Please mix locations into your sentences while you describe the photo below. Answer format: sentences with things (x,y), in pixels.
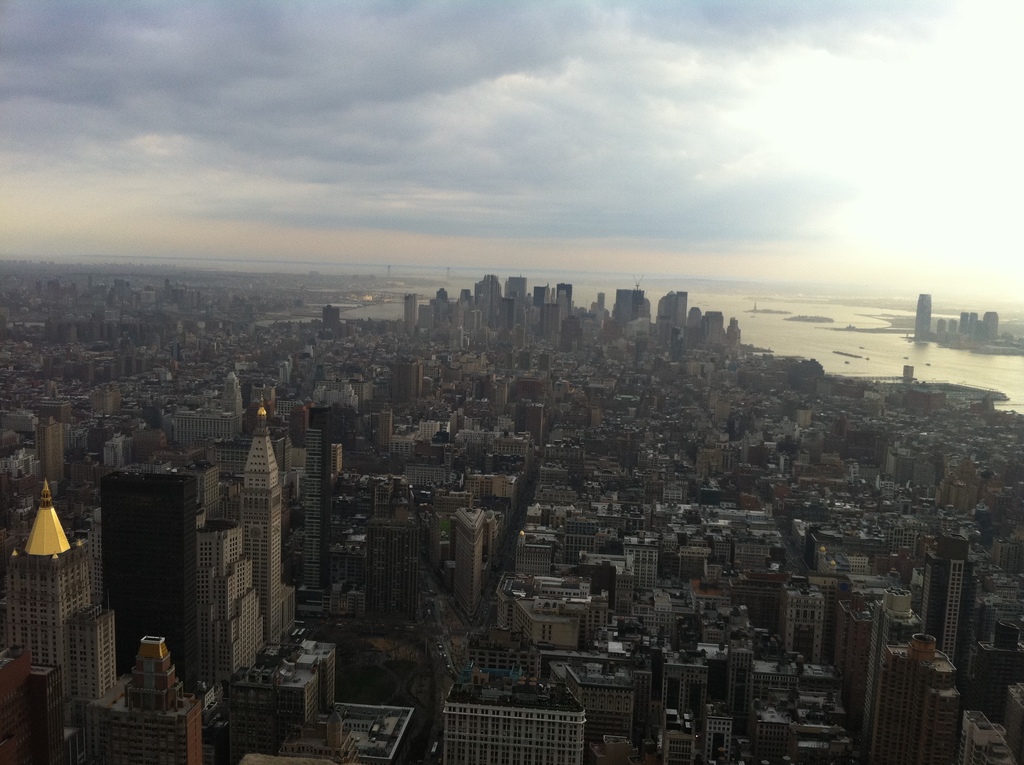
This is the top view of the city (439,514), in this image there are buildings (583,383) and a river (943,378), at the top of the image (698,128) there are clouds (333,210) in the sky (710,239).
